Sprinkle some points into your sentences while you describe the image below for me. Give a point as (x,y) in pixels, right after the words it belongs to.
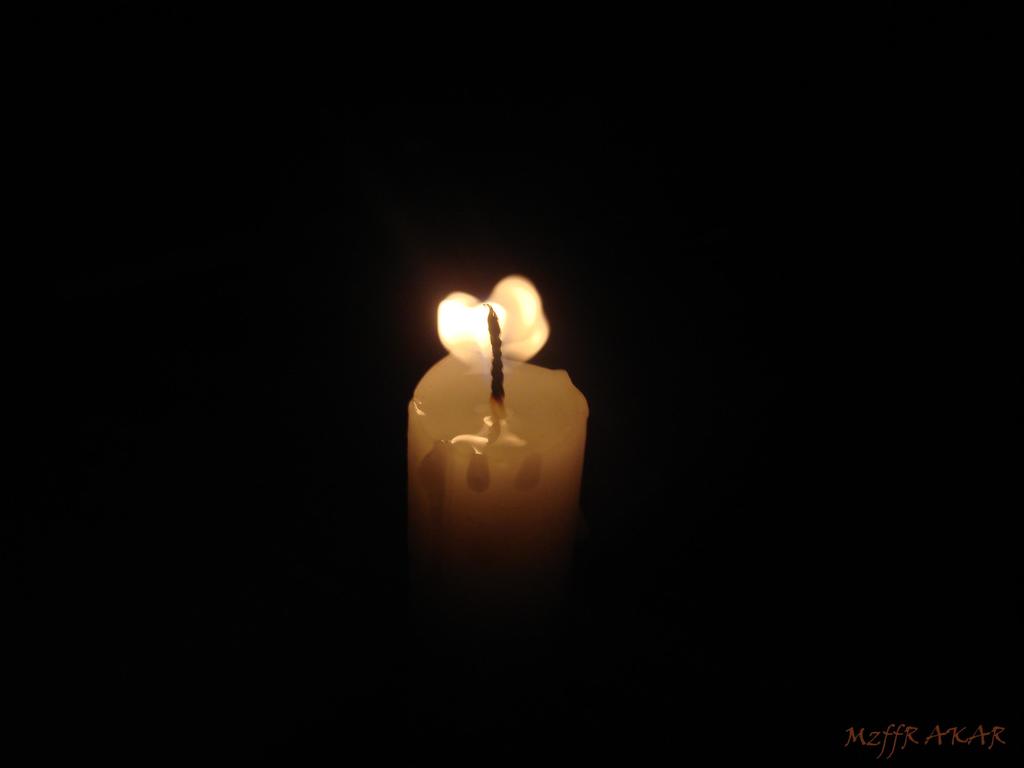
In this picture we can see a candle (511,330) in the front (500,320), there is a dark background (723,106), we can see some text (875,739) at the right bottom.
